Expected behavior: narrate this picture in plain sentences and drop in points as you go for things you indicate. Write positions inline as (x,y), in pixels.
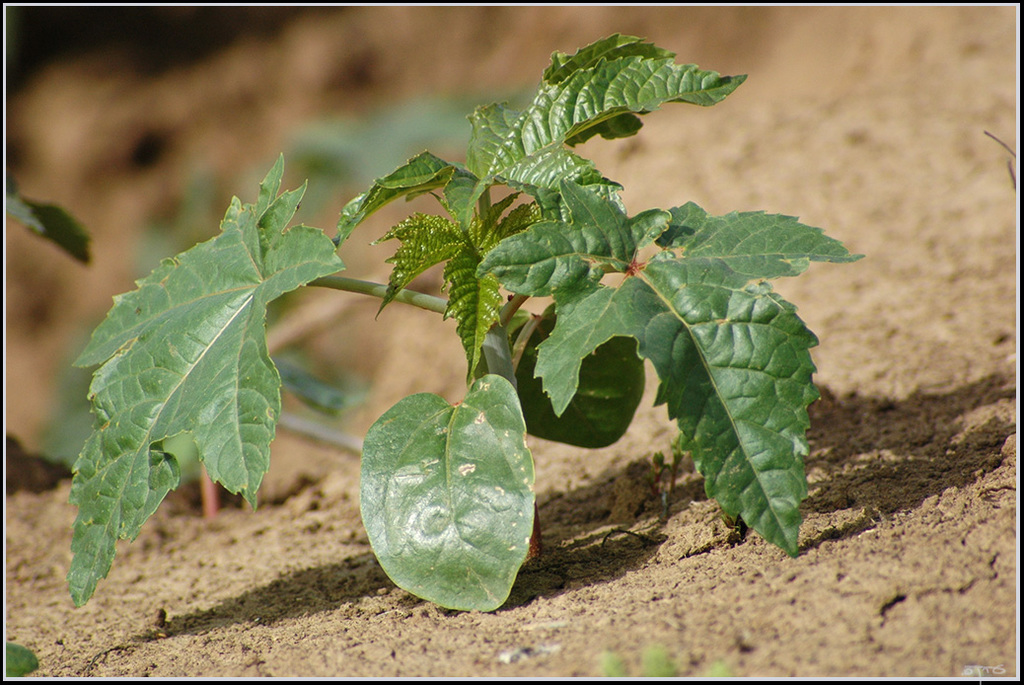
In this image we can see there is a plant (499,443) on the surface of the sand (389,586).
